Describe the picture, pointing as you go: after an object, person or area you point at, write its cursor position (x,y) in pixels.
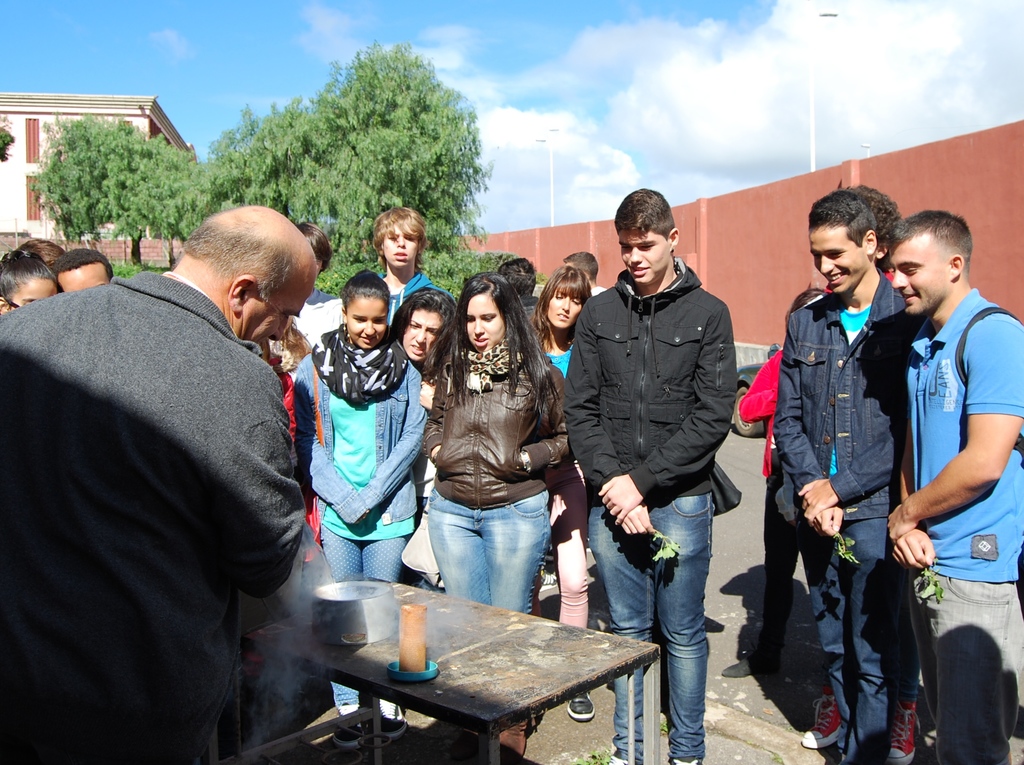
In this image we can see a few people (354,491) standing on the ground (716,671). We can also see a table (526,703) and on the table (467,625) we can see two objects (404,651). In the background (98,209) we can see the building (98,114), fencing wall (807,174), trees (336,131) and also light poles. At the top (655,130) there is sky (604,72) with the clouds (723,94).
